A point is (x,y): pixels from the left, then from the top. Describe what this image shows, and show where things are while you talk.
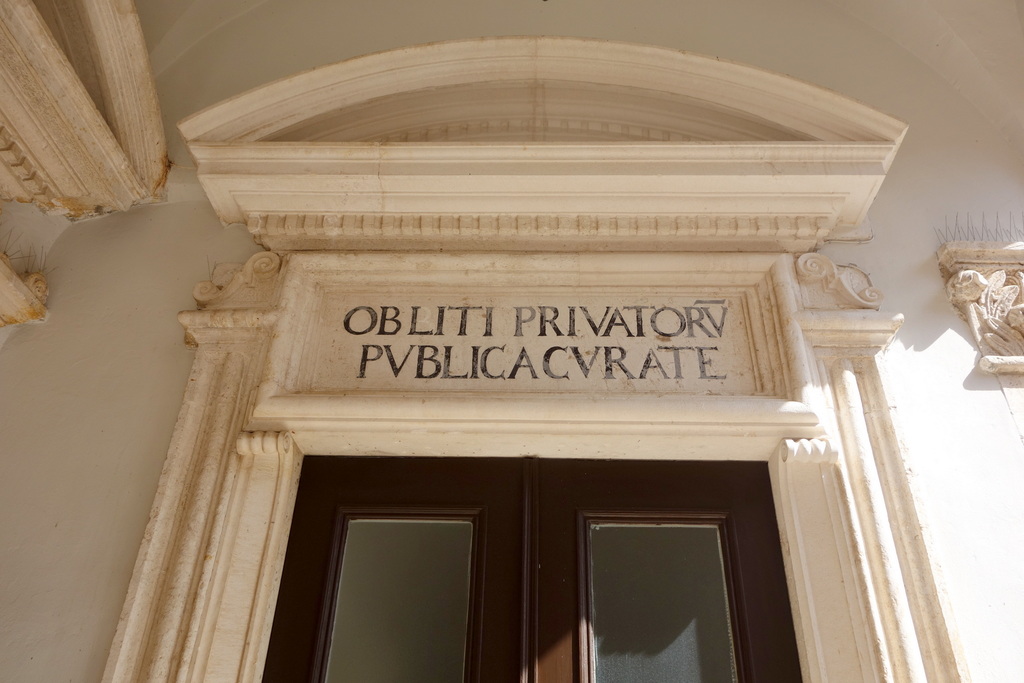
In the center of the image (552,311) there is a name board (505,330) above the door (382,550). In the background (386,4) there is wall (48,349).
